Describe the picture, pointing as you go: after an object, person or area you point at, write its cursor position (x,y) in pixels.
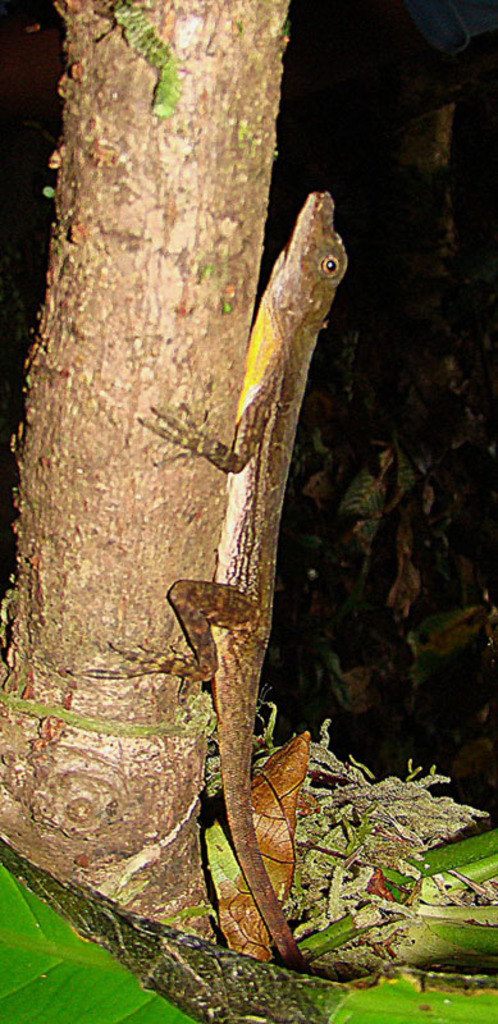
In the center of the picture (271,371) there is lizard like animal (174,440) on the trunk (119,295) of a tree (109,845). At the bottom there are dry leaves (367,887). The background (306,142) is dark.
